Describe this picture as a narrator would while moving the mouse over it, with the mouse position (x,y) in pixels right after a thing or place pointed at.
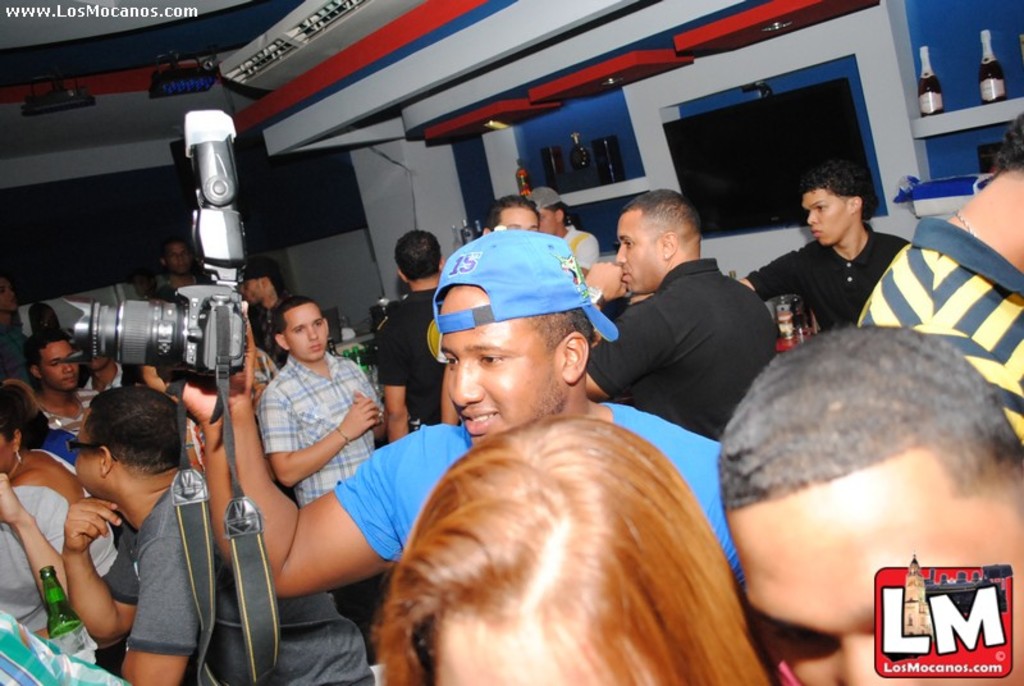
In this image we can see a group of people (573,376). In that a man (221,481) is holding a camera (238,354) and some people (217,552) sitting beside the tables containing some bottles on it. We can also see some objects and bottles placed in the shelves (1023,109), a television (707,157) on a wall (881,124) and some ceiling lights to a roof (462,70).
